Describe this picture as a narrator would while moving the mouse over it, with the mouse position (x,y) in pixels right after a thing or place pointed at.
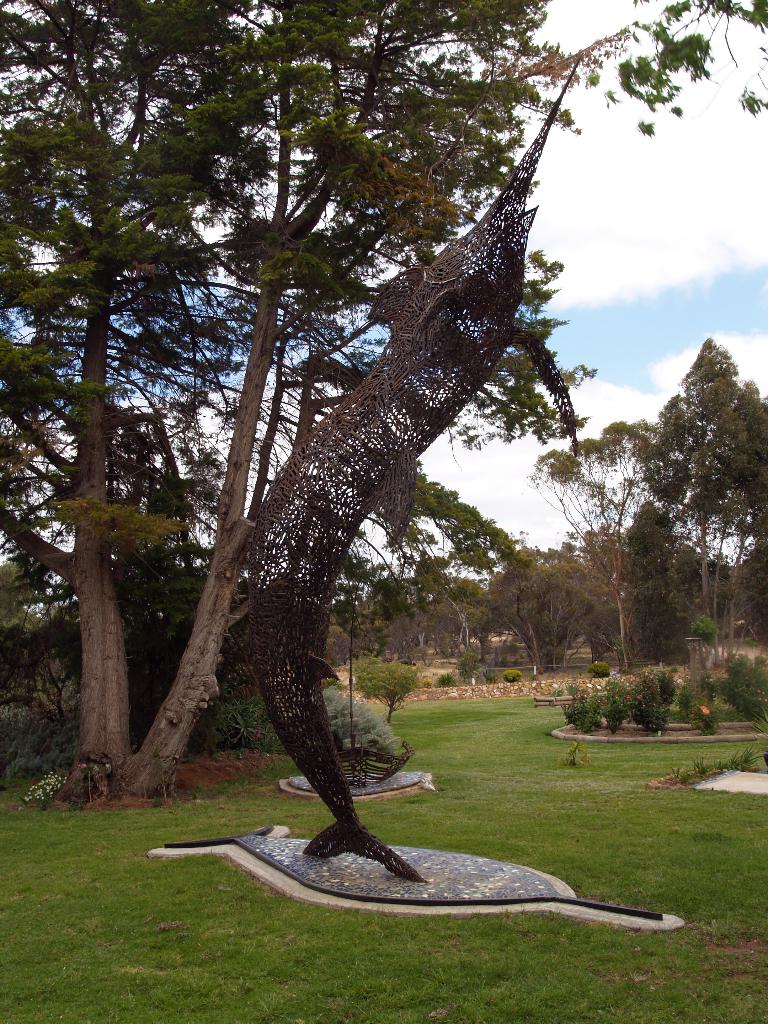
In this image I can see some grass (224,951), a structure (340,822) which is black in color, few trees (324,345) and few plants (760,693). In the background (689,347) I can see the sky (652,184).
